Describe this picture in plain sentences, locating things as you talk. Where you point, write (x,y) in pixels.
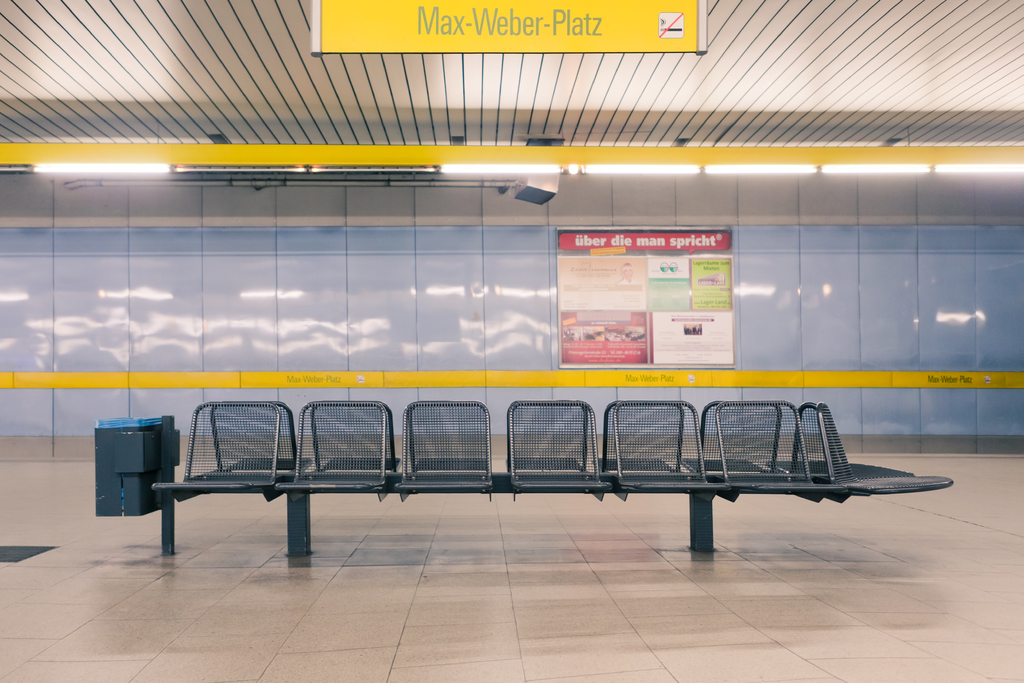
This image is taken indoors. At the bottom of the image (161,596) there is a floor (128,609). In the background (594,309) there is a wall (853,285) and there is a board (608,300) with a text (605,324) on it. At the top of the image (211,98) there is a ceiling (425,120) with a few lights (648,169) and there is another board (536,33) with a text (471,33) on it. In the middle of the image (392,431) there are a few empty chairs (689,460).
